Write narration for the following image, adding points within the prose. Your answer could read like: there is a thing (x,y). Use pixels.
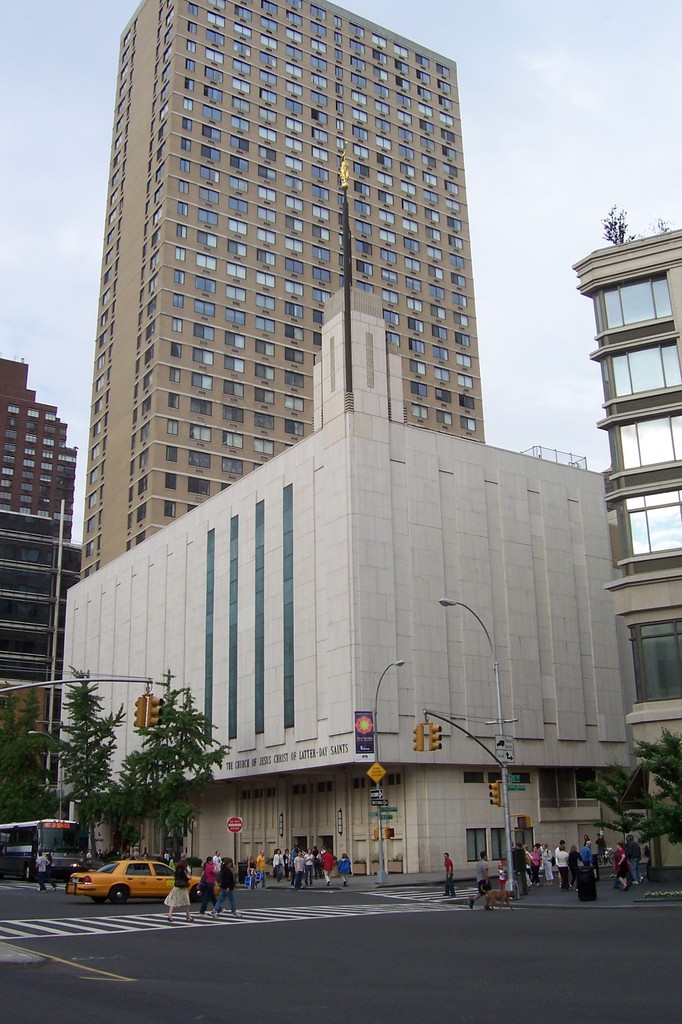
In this image we can see people (514,881), vehicles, poles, boards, road (335,1013), trees (610,804), and buildings (334,414). In the background (73,218) there is sky (526,249).
